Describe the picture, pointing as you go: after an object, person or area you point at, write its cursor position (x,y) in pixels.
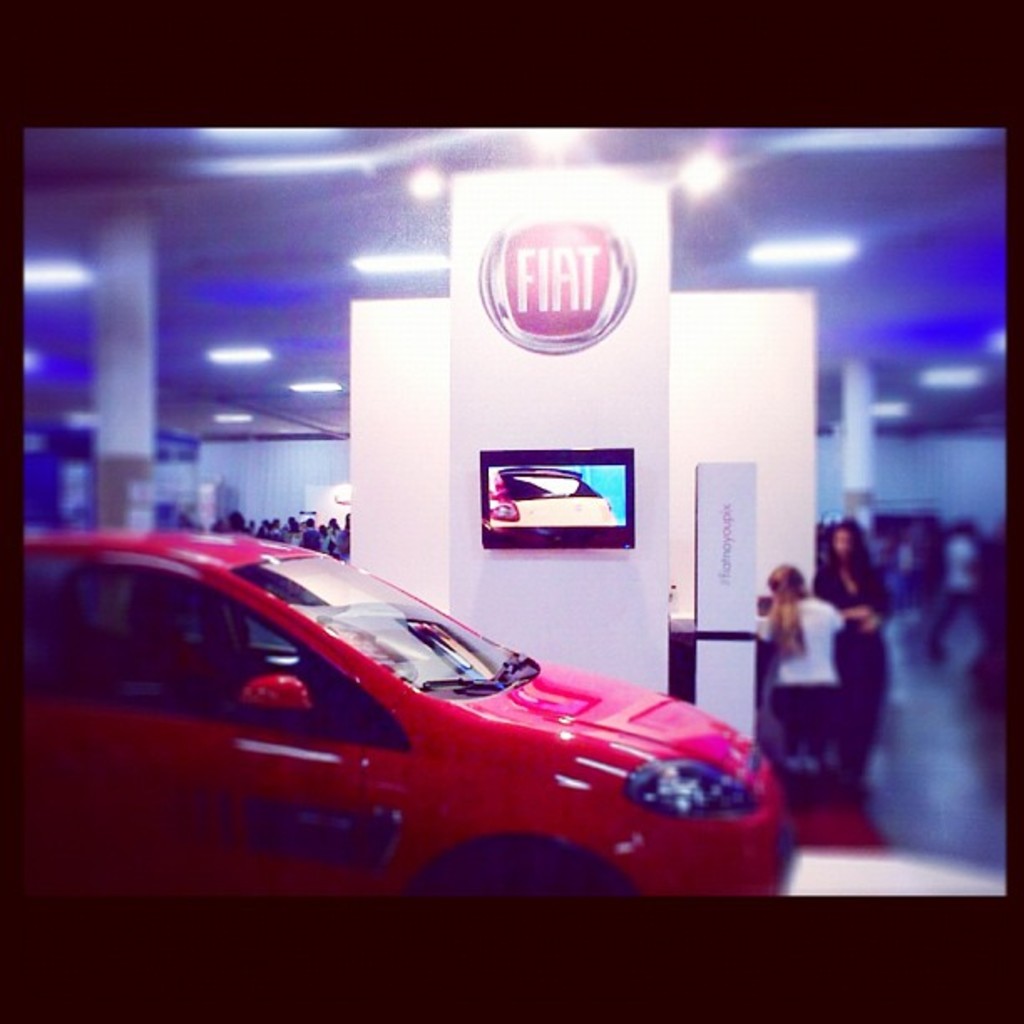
In this image we can see a car (339,756) which is red in color and we can see some pillars (577,382), TVs (561,472) and some persons (787,659) standing in the background of the image (217,527) near the wall (422,440).
